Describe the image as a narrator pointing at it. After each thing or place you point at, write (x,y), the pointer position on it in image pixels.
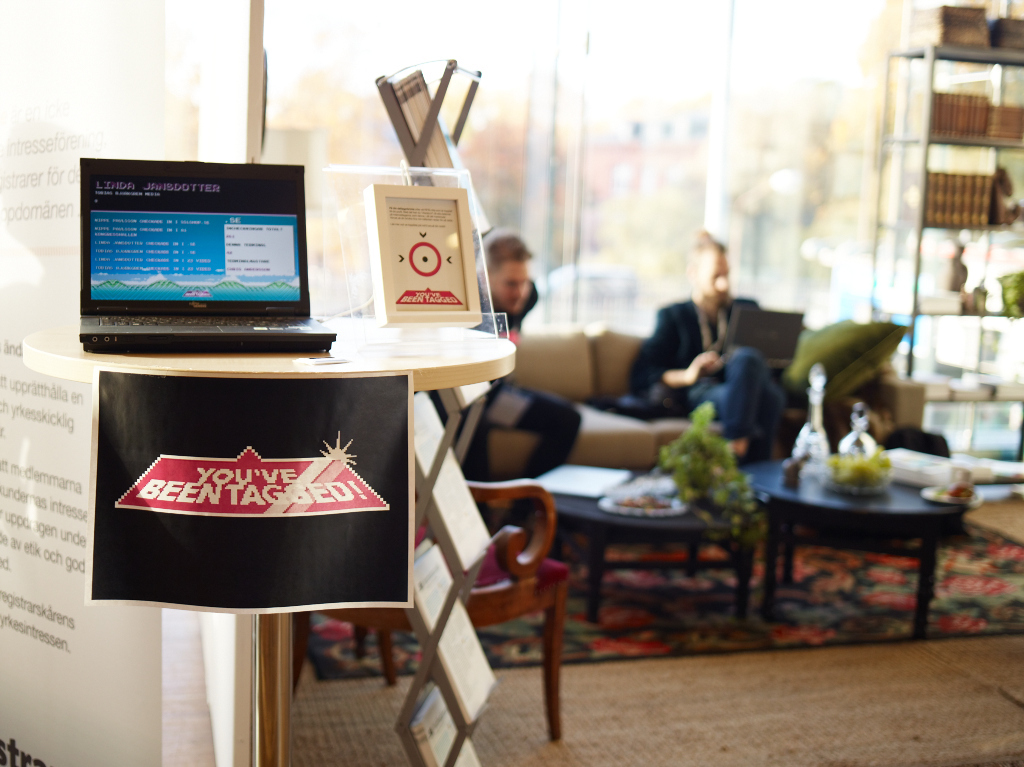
In this picture, to the left (262,211) there is a laptop (302,193) and shield (428,263) on the table (376,344). A paper (319,390) is attached to the table (361,364) and some text (159,493) printed on it. To the right (1012,186) there is a bookshelf (1013,204) with random objects (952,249) placed on the shelves (1013,231). In the center (495,435) there is a sofa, two men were sitting on it, one person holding a laptop (793,313). There were two tables (776,480) in front of the sofa (914,406) and there were random objects (934,462) placed on the table (776,511). There is a mat (972,623) covered on the floor (761,683).
